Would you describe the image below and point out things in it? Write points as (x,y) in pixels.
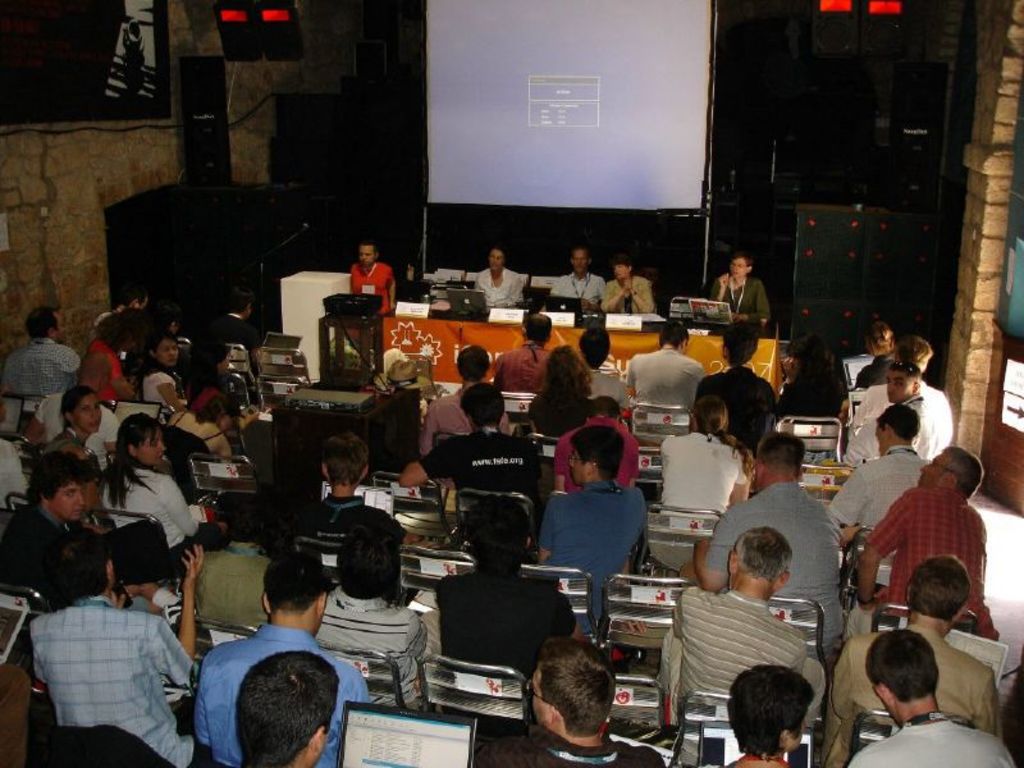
In this image there are many chairs (830,424). On the chairs (710,514) many people (555,531) are sitting. few are using laptop (371,714). In the background (739,307) behind a table (762,330) few people (752,313) are sitting on chairs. On the table (446,316) there are nameplates (504,311), laptops (473,296). In the background (650,72) there is screen (560,101), speakers (824,227). This is looking like an entrance (999,499).
